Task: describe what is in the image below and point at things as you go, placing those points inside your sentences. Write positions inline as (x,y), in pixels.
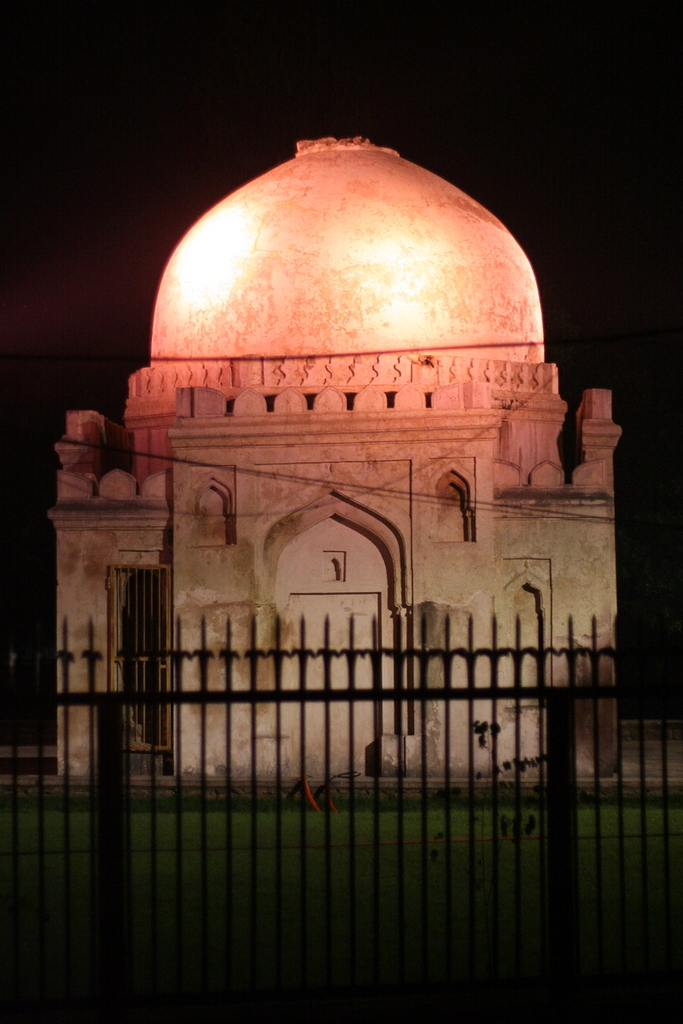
In this image I can see the railing (278,846) and the building (330,475). I can see the black background (311,96).
